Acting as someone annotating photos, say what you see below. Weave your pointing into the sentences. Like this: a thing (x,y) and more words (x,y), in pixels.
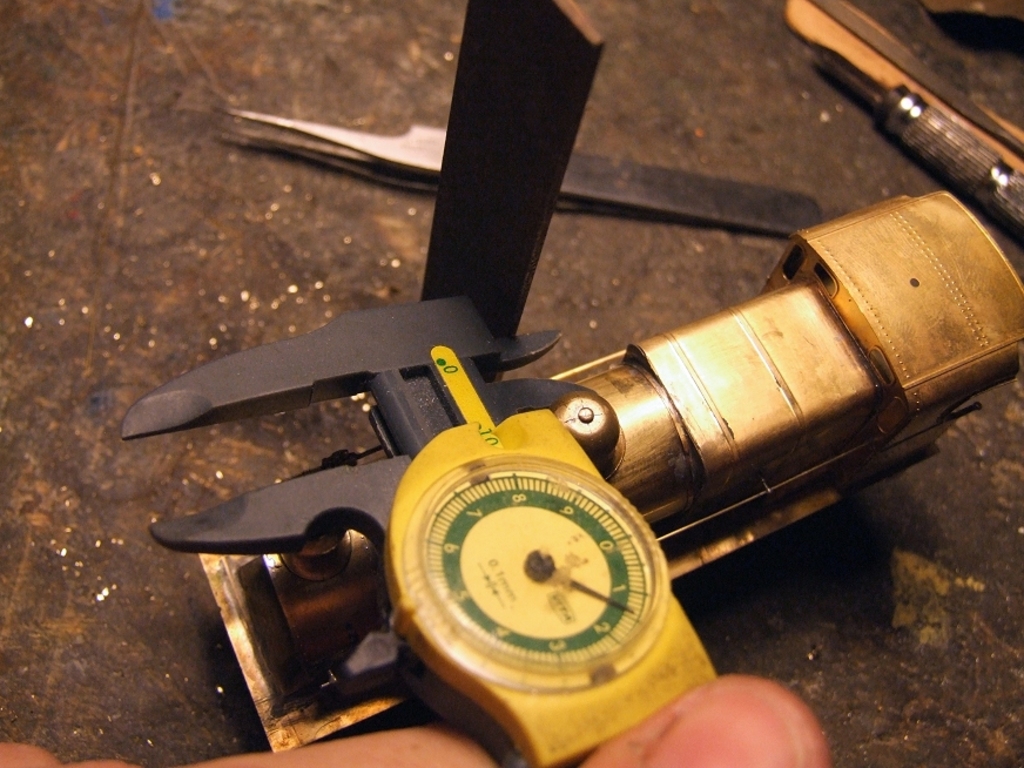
In this picture there are many tools (724,186). In the foreground (377,754) there is a person's finger (442,730).
